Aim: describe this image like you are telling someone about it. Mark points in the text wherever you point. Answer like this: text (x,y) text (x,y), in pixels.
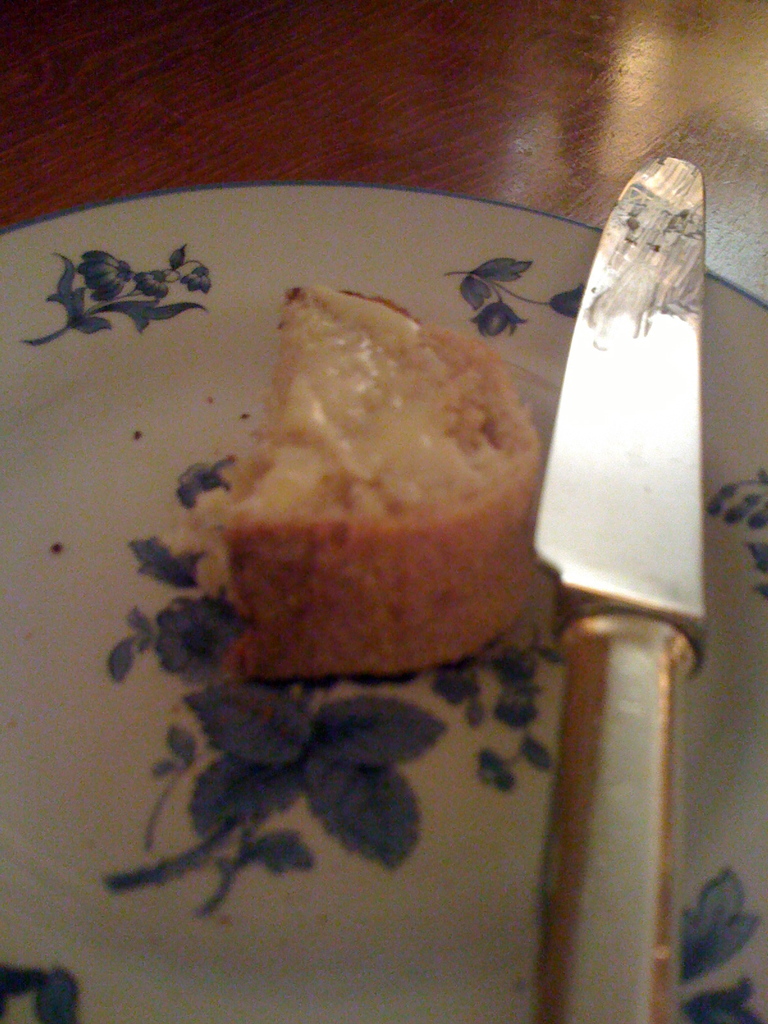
In this picture, we see a plate (58,815) containing bread (366,587) and knife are placed on a brown color table (47,105).
